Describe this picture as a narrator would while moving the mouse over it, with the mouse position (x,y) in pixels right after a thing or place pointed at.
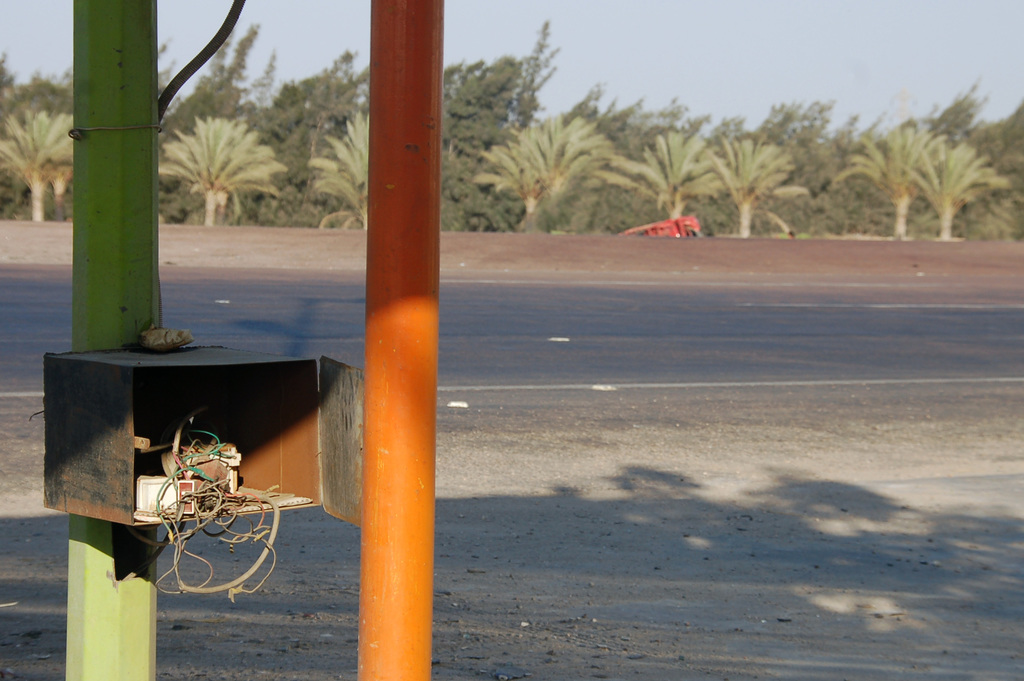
In this picture I can see two poles (126,4), there is a pole (97,680) with a fuse box (240,385), there are trees (499,216), and in the background (695,66) there is the sky (557,39).
